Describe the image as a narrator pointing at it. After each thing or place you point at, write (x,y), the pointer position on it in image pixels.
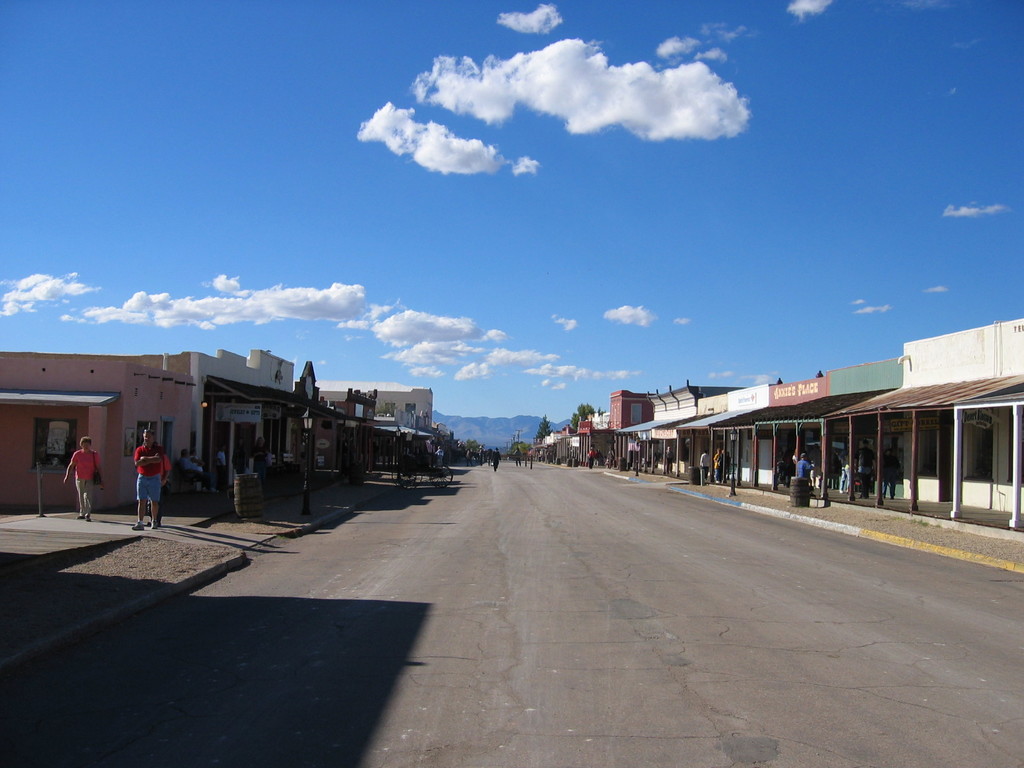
In this picture I can see few buildings (254,401) and trees (585,407) and few people (196,465) walking and I can see hill (479,420) and a blue cloudy sky (408,143).
